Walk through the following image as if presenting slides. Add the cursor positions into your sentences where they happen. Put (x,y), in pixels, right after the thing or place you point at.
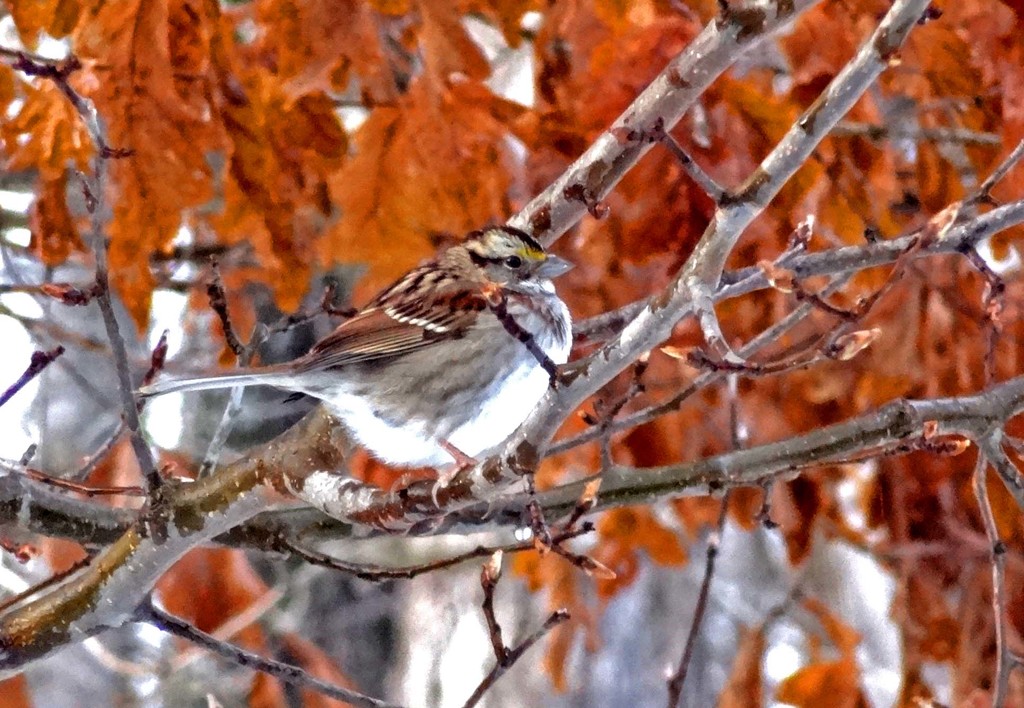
In this image I can see a bird (446,394) which is in white and cream color, and I can see orange and white color background (202,164).
